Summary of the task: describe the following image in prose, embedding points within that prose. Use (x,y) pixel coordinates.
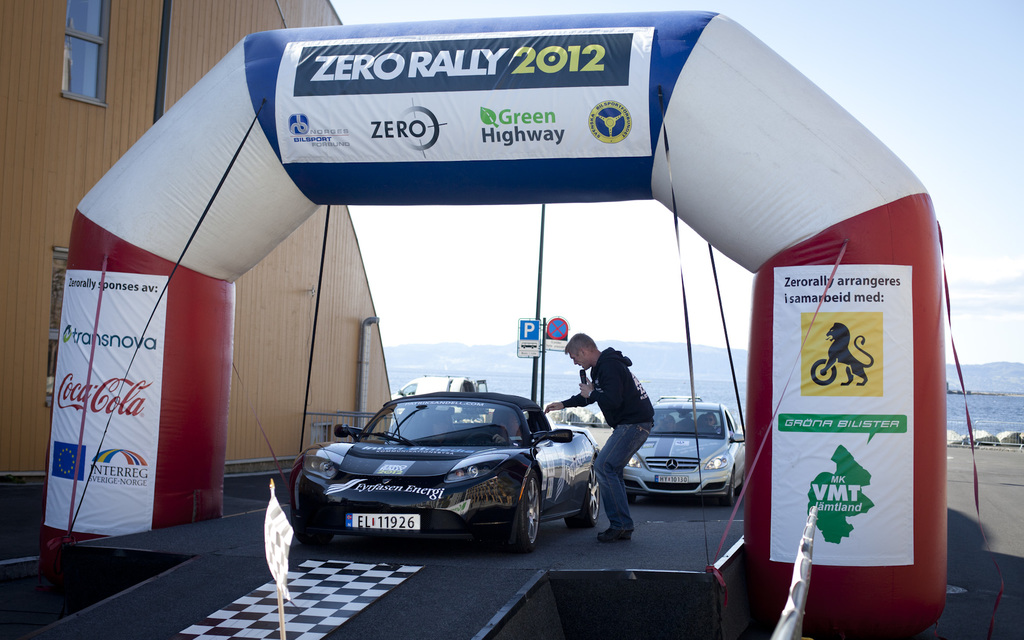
In this image we can see vehicles (472,414). Also there is an inflatable object (174,177). On that there are banners (849,536) with text (851,424) and logo (870,423). And we can see a wall (46,147) with window (66,76) on the left side (117,157). In the background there is water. Also there is sky (628,326) with clouds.
